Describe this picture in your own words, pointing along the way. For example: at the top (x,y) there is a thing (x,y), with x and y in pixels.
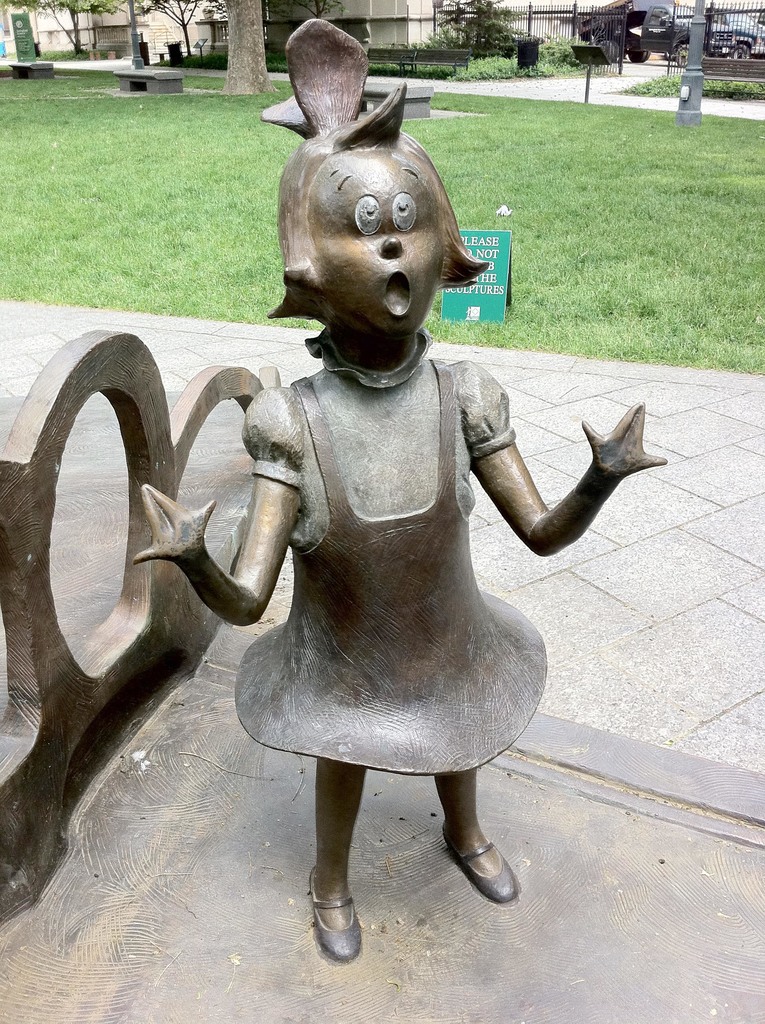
In this image there is a metal structure of a girl (347,436), behind the structure (407,351), there is grass (202,103), behind the grass (243,115) there are trees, trash cans (534,68), metal fence (609,54), cars (648,25) parked on the road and buildings (171,32).
